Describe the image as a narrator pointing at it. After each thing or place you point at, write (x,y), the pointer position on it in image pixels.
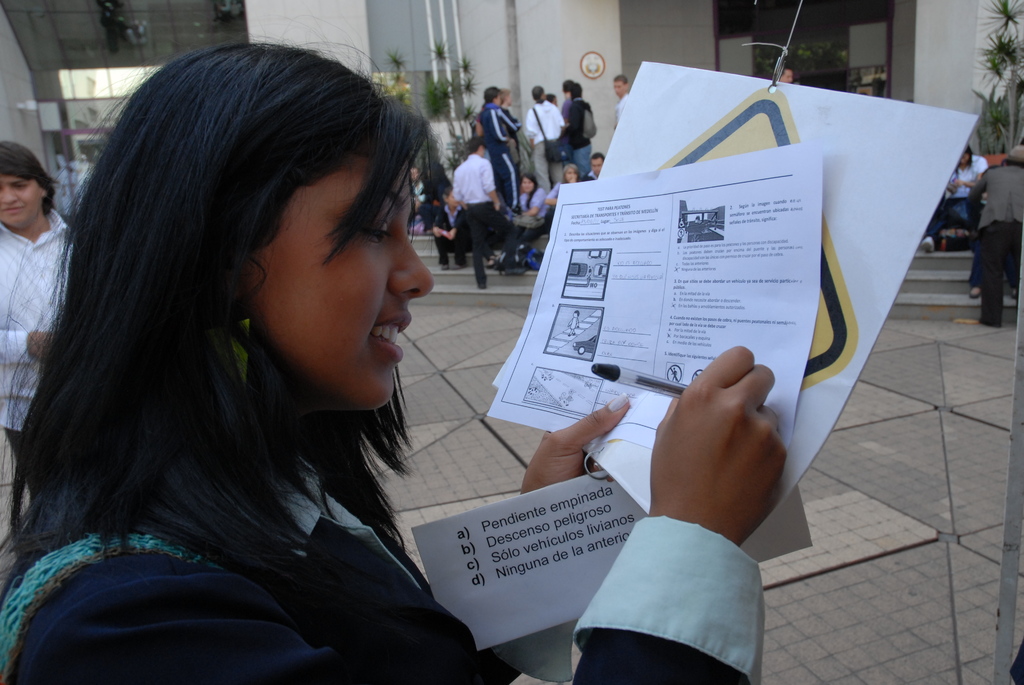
In the foreground of the picture (158,653) there is a woman (630,562) holding papers (622,335). On the left (19,237) there is a person (45,197). On the right (952,193) there are people (976,235) sitting on staircase (967,270) and there are plants (1006,112). In the center of the background (481,70) there are people (515,123), plants (435,90), wall (496,39), pipe (431,51) and door (735,46). In the background (145,56) towards left (100,75) there is a building (110,64).
